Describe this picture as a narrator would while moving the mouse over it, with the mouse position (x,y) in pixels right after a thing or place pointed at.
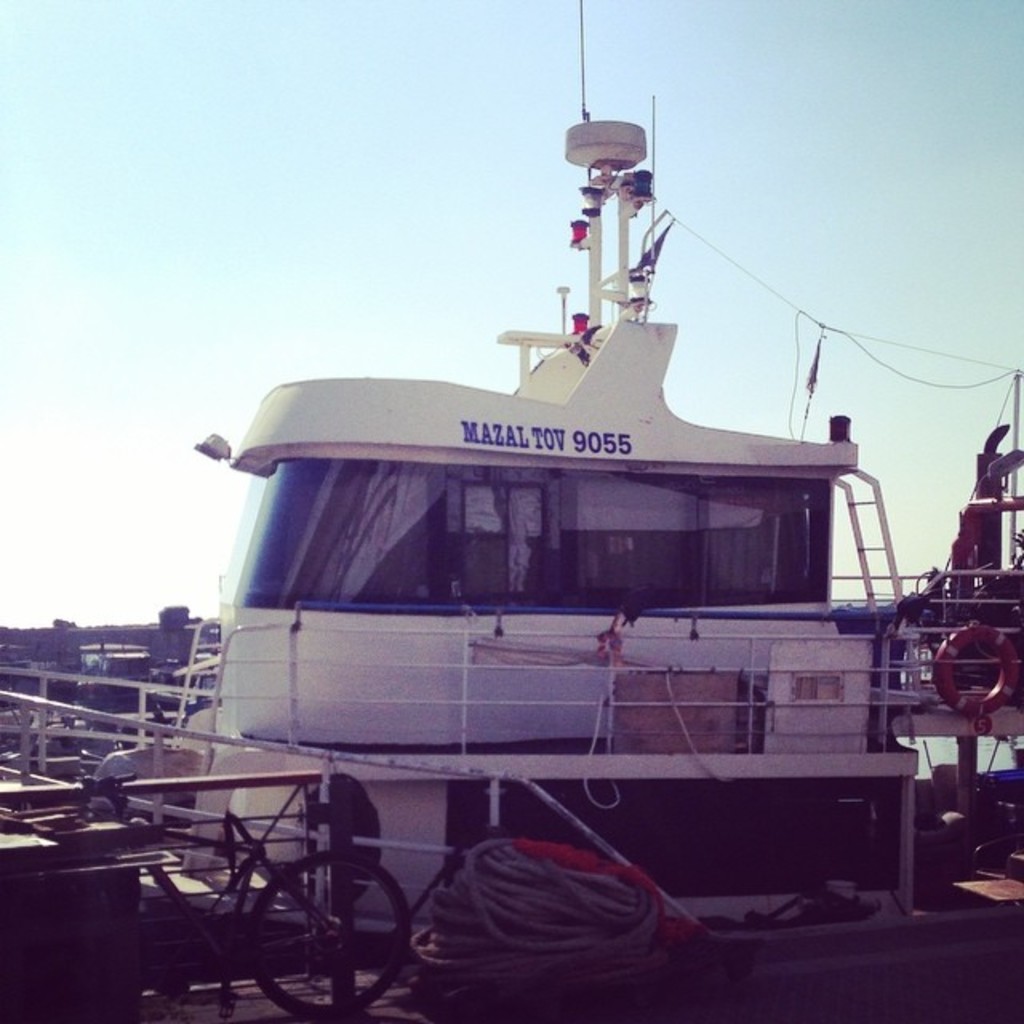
In this image I can see a ship (504,577) which is in white color, background (152,253) I can see sky (168,229) in blue and white color.
